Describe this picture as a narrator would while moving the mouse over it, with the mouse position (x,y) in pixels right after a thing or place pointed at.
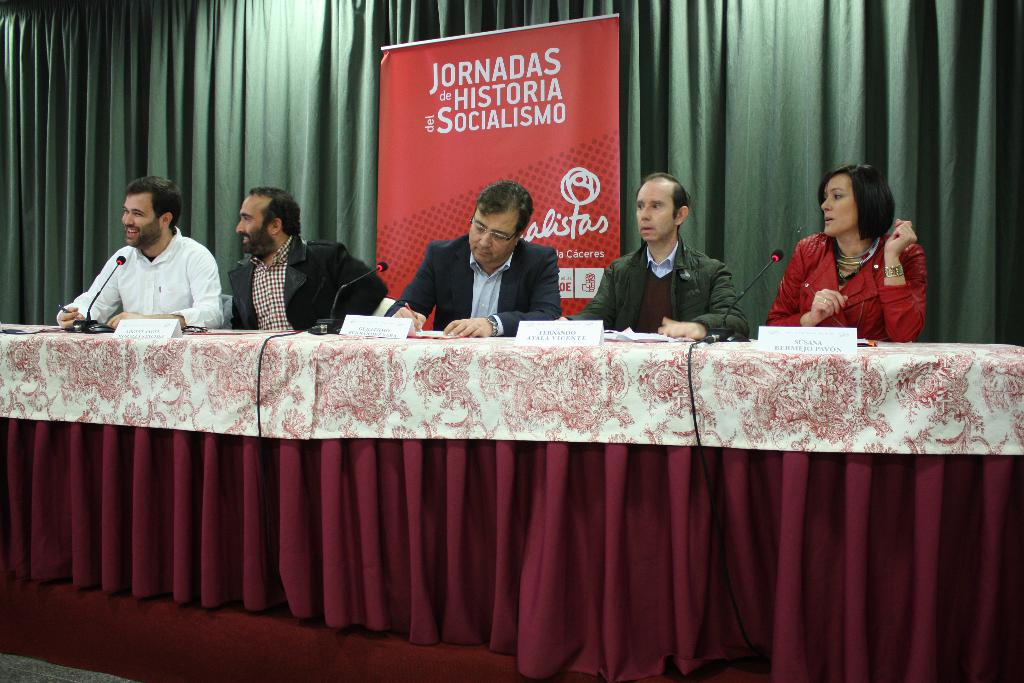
In this image there are 4 persons (164,263) and 1 woman (887,195) sitting in chair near the table (982,602) or podium (771,641), and there are name boards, microphones (699,339) and at the background (366,26) there is hoarding (520,30), curtain (830,48).
